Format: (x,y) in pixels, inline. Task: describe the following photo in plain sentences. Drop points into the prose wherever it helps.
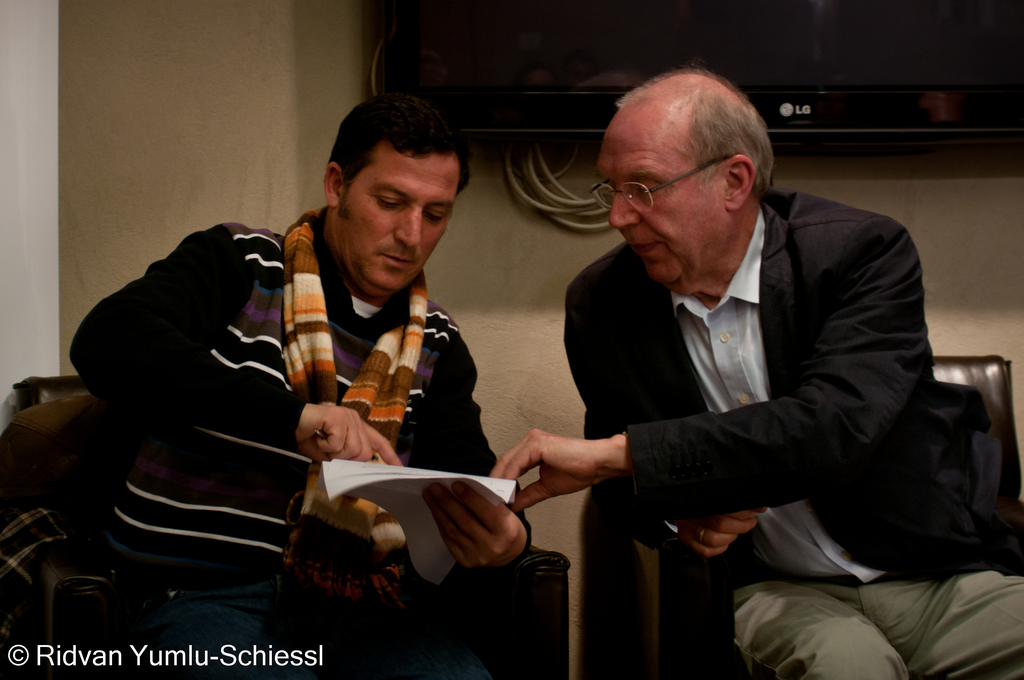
Here we can see two men (345,356) sitting on the chairs (535,634) and the person (341,504) on the left (294,430) is holding papers (417,497) and an object (316,430) in his hands (335,430). In the background (706,46) there is a TV (480,72) on the wall (276,207).
